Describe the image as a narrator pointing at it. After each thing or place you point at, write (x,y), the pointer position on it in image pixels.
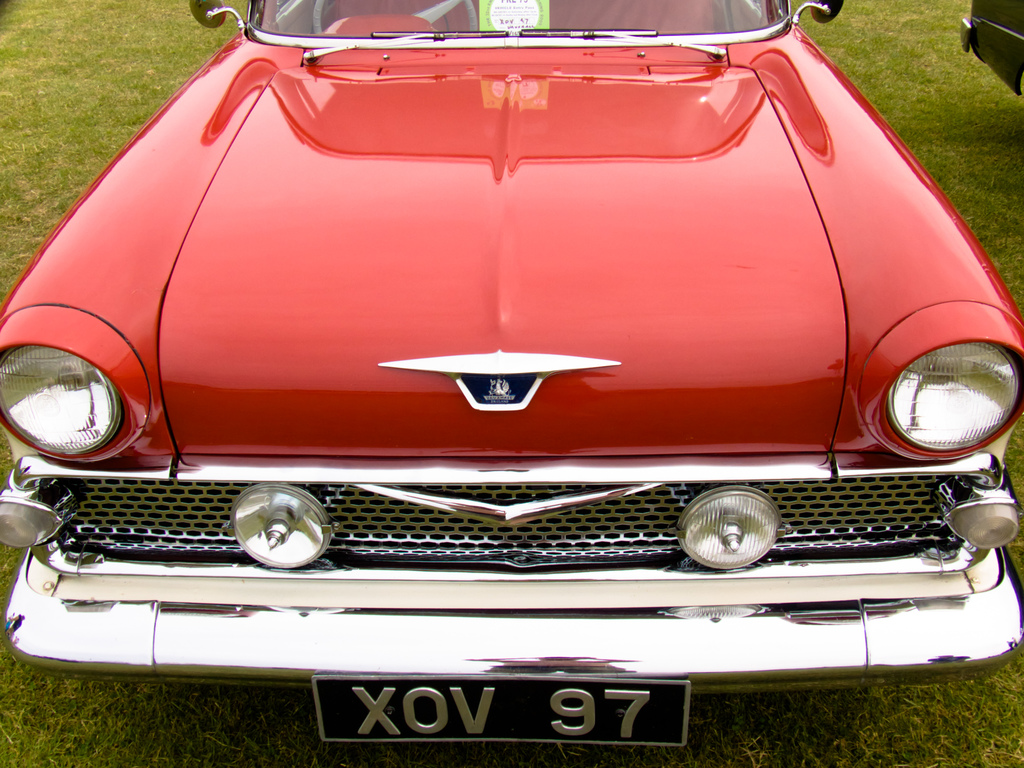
In the center of the image (494,329) we can see one car (565,268), which is in a red color. On the car (568,267), there is a logo (475,361), number plate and one paper (489,21) on the glass (563,22). At the top right side of the image (1004,25), we can see one object (981,46). In the background (24,74), we can see the grass (24,47).
